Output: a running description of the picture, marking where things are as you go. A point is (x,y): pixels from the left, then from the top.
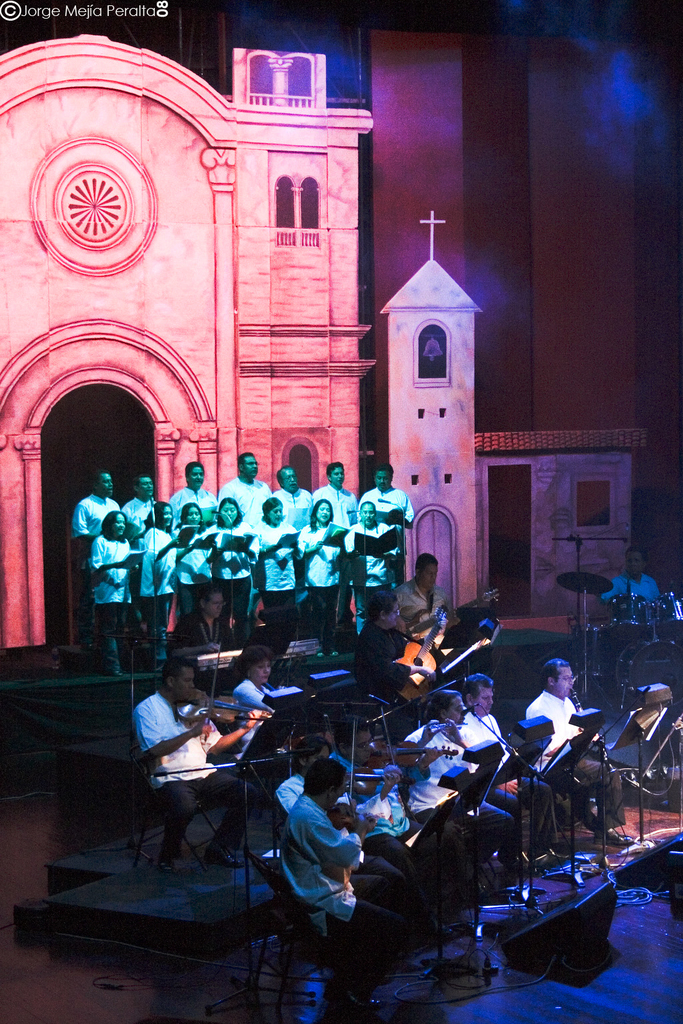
In this image few persons (541,782) are sitting on the chairs (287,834). Before them there is a stand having papers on it. Few persons (299,823) are playing musical instruments (337,807). Few persons (190,601) are standing on the floor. Few persons (103,571) are holding books (133,558) in their hand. Background (125,328) there is a church (206,458).
